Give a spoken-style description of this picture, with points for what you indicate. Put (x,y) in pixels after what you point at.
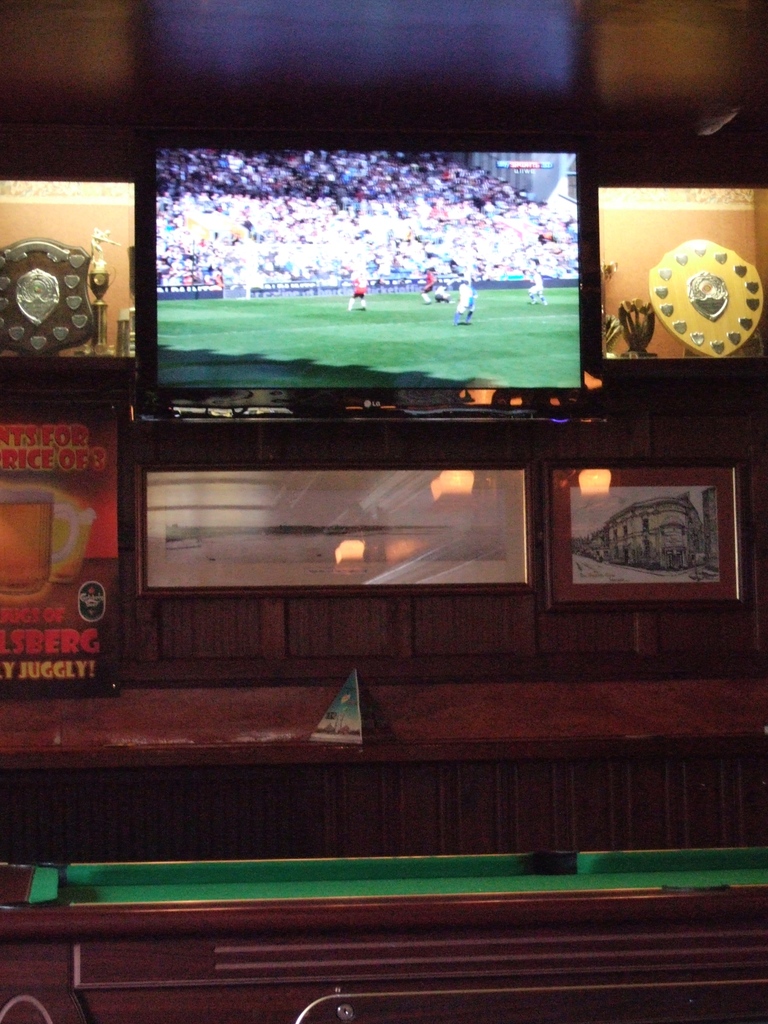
Here there is a television (422,275), here there are awards (711,268), here there is glass (48,539) with drink (41,524) in it, here there is snooker board (437,885).
